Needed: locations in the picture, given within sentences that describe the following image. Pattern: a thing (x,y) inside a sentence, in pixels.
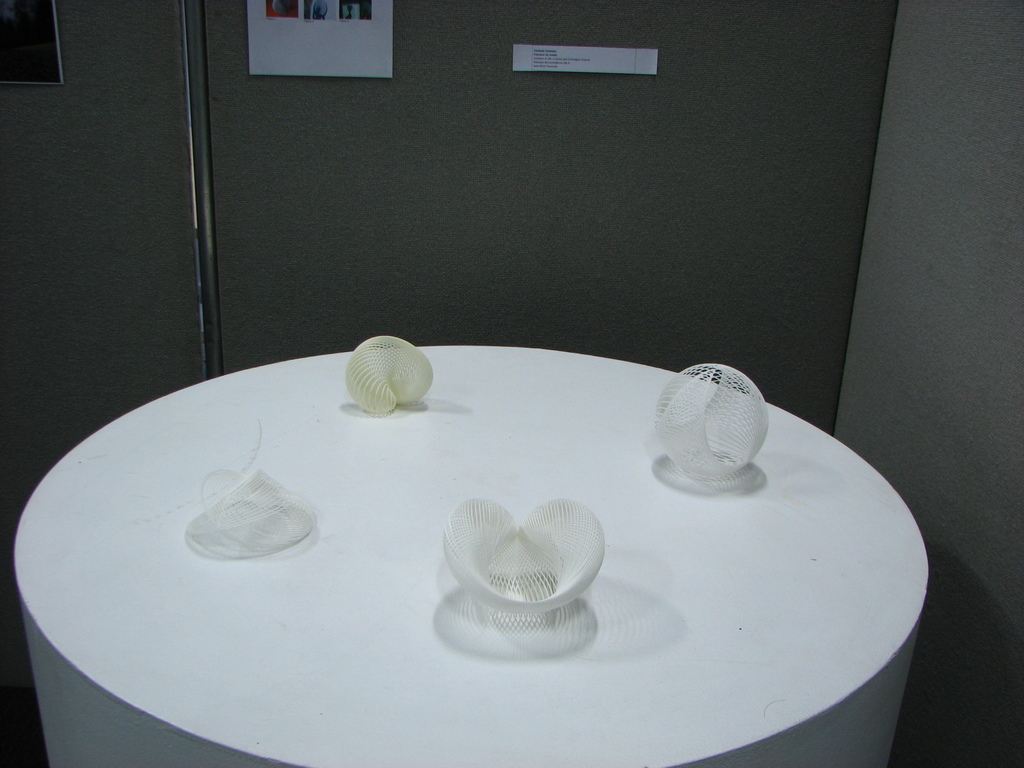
In the image there is a white table (306,437) and on the table (354,542) there are four different objects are kept and there is a wall (896,259) in the right side of the table (859,479).
